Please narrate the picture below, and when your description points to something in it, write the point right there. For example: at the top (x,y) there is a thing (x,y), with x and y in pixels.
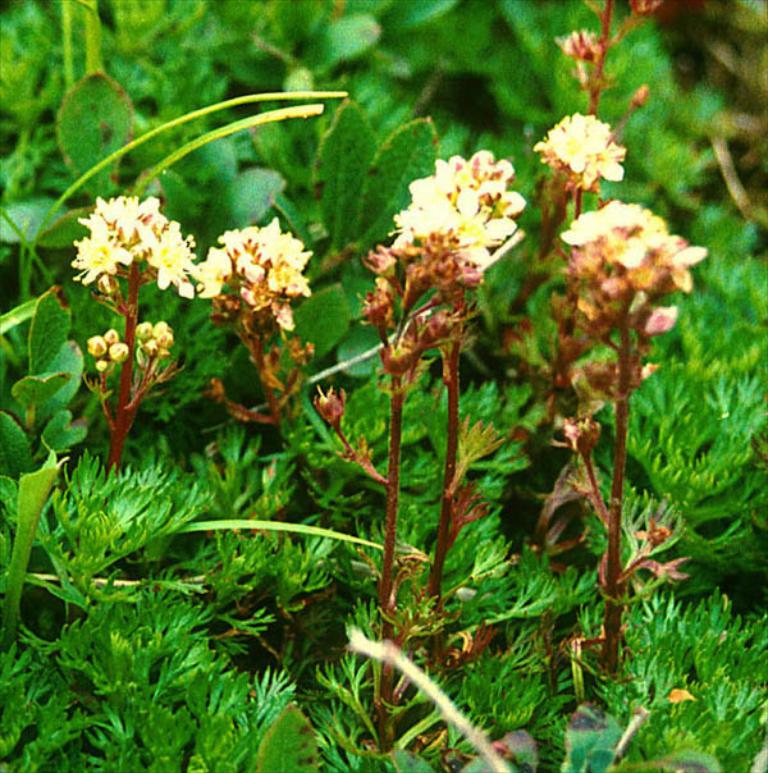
Here I can see some plants (321,363) along with the flowers (213,271) which are in yellow color and also there are some buds (149,326). At the bottom of the image (130,600) I can see the leaves (132,614) in a green color.
